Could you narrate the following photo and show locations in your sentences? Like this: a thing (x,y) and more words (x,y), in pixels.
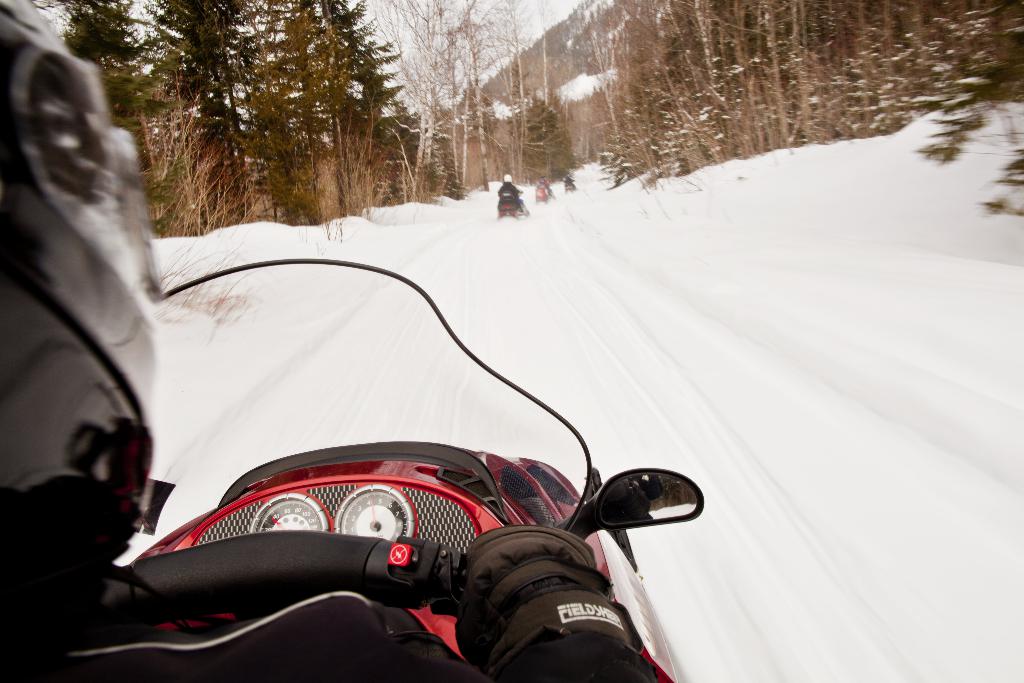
In this picture I can see few snow bikes (422,310) and I can see trees (713,89) and they wore helmets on their heads (509,177).
